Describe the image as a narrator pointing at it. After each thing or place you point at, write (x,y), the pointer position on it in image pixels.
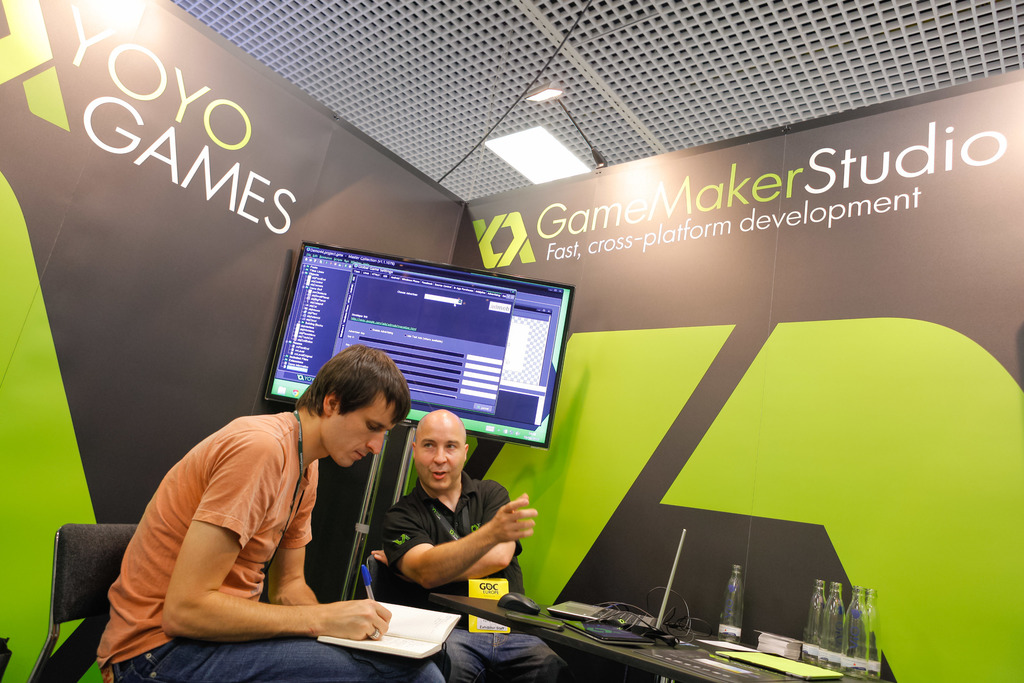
In this picture there are two men (272,627) sitting on chairs (379,576), among them he is holding a pen (370,591) and book (399,619). We can see mouse (513,605), laptop (675,578), bottles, mobile (546,626) and objects (651,630) on the table (554,639). In the background of the image (750,284) we can see hoarding (845,246) and lights (523,159).
